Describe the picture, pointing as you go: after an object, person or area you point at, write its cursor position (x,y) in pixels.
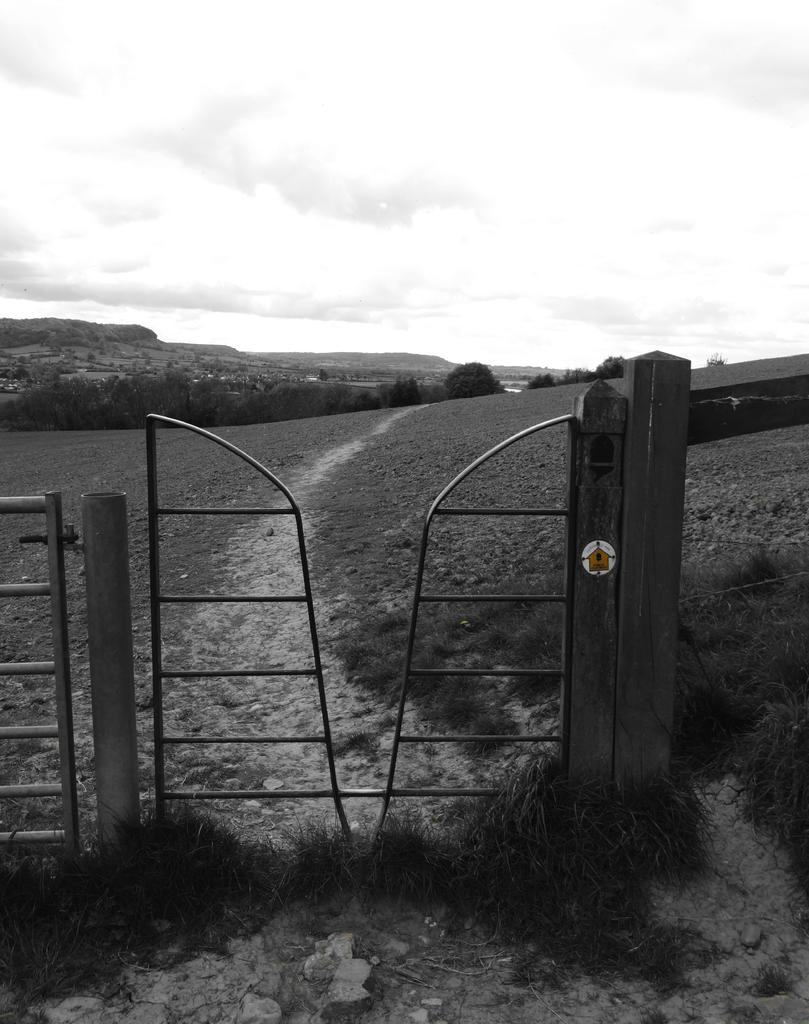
In the image in the center (347,639), we can see grass (162,842) and a fence (96,670). In the background (374,198), we can see the sky (424,300), clouds (430,330), hills (36,349) and trees (405,383).
